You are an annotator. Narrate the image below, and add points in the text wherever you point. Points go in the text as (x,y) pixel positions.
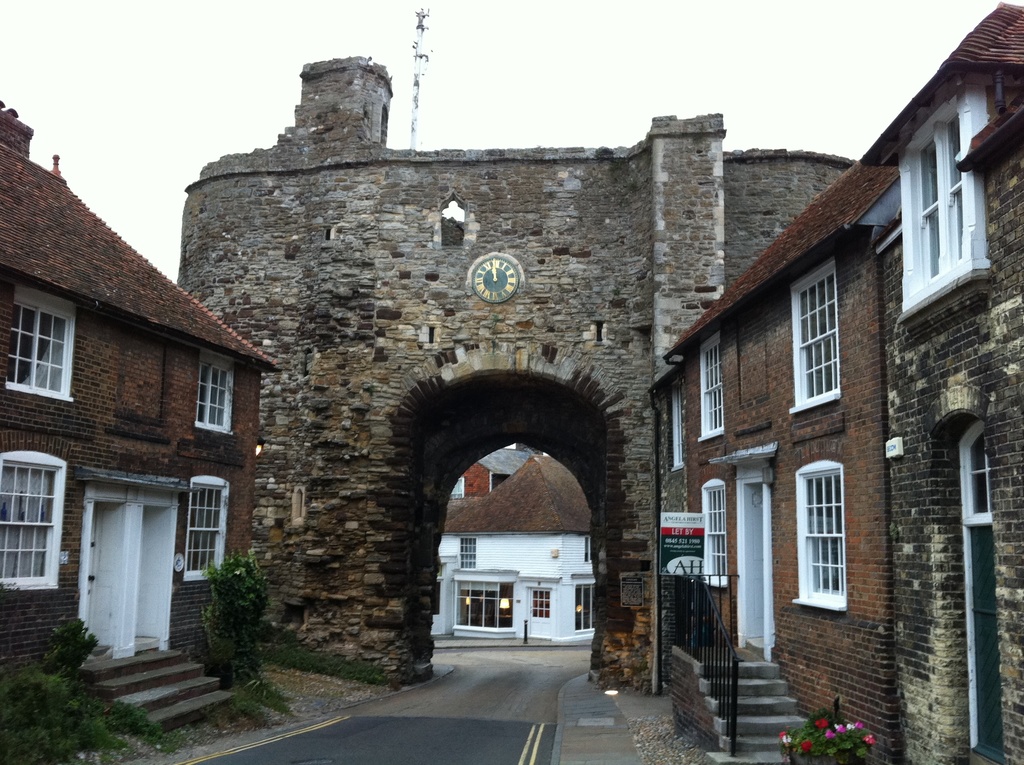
In this picture there is a land house (356,441) and there are two houses (252,424) and plants (271,664) on either sides of it and there is another house (544,537) in the background (513,546).
